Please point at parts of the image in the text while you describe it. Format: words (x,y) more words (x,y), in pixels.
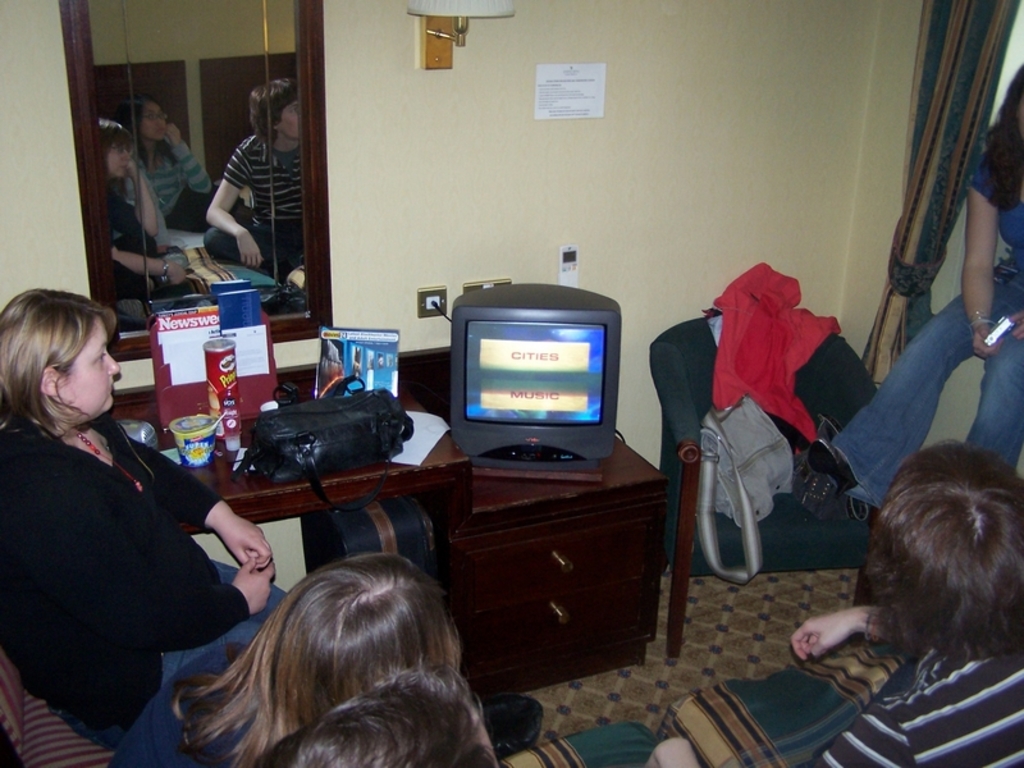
In this image I can see group of people (903,695) with different color dresses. To the side of these people (402,615) I can see the television (463,447), black color bag (359,419), board (244,392), cups (194,424) and some objects (226,399) on the brown color table (516,480). In the background (193,97) I can see the mirror (270,106), paper (555,86) and the switch board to the wall (500,122). I can see the reflection (187,155) of three people (167,150) in the mirror (168,113).
